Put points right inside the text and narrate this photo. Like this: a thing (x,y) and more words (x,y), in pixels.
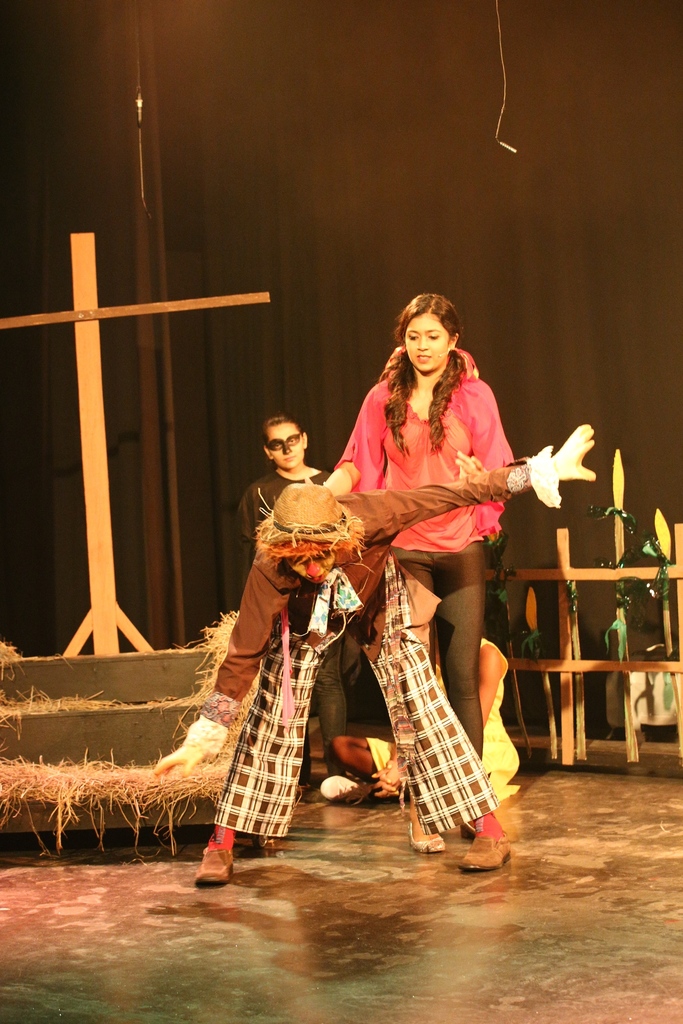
In this picture I can observe some people (407,693) on the floor (8,885). On the right side (480,566) I can observe a woman (447,462) standing on the floor (399,1004), wearing pink color dress (407,459). On the left side (227,622) I can observe some dried grass (94,761). In the background (300,329) I can observe a curtain (270,158).
